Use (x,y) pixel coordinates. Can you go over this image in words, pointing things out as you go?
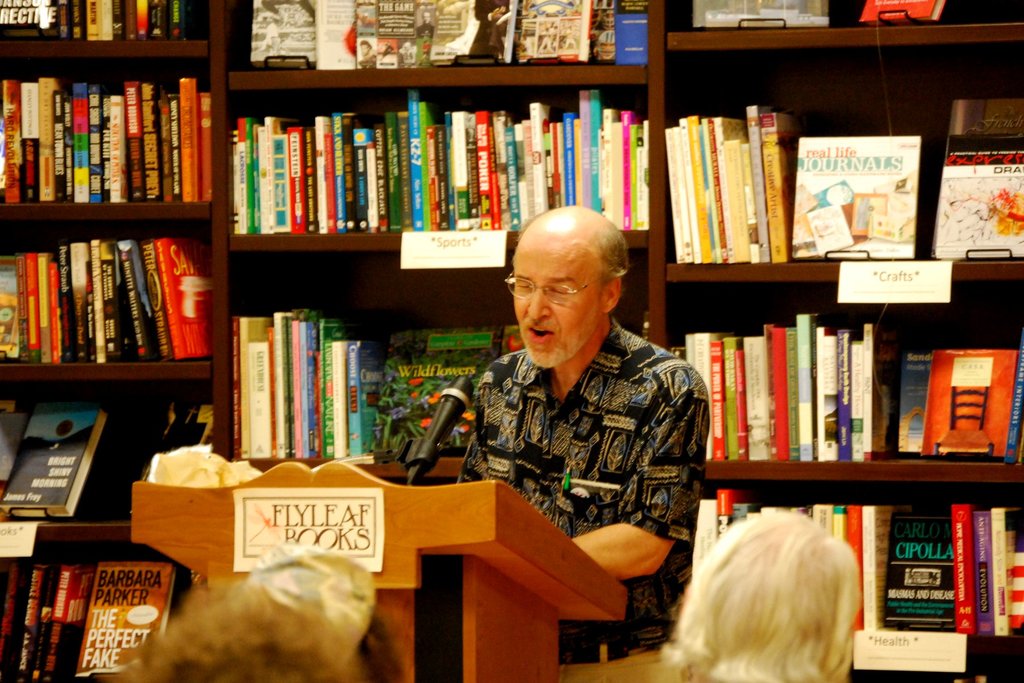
In this image I can see a man (557,214) is standing, I can see he is wearing black shirt (579,433), belt (624,647) and specs (547,297). I can also see a podium (527,530), few boards (341,551) and number of books (82,590) on these shelves (243,267). I can also see something is written on these boards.
